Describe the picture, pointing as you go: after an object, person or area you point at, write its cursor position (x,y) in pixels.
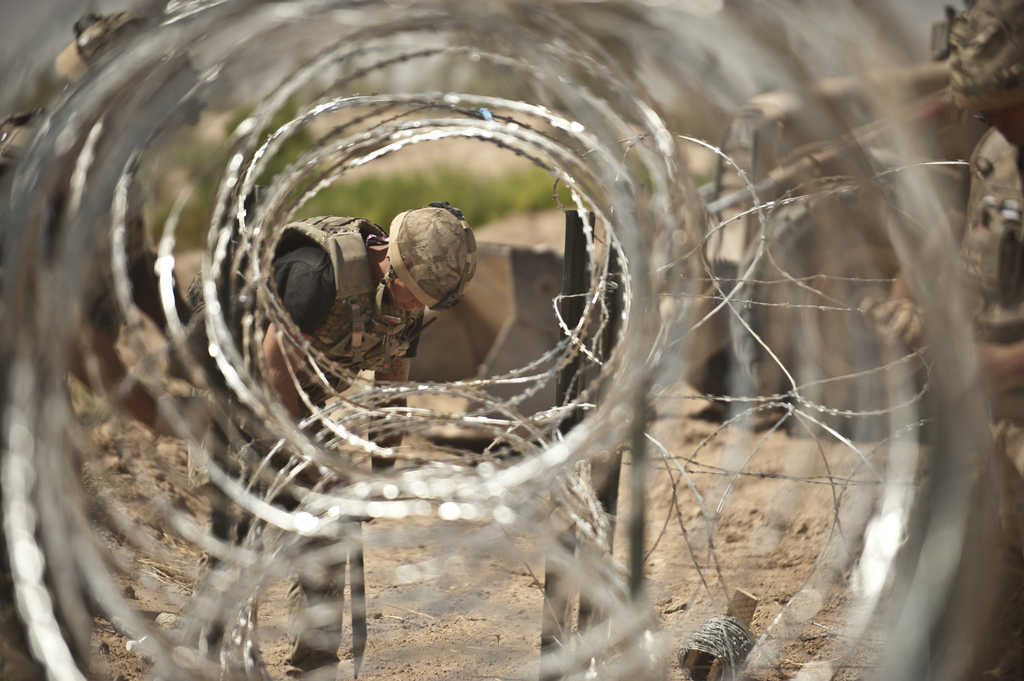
In this picture there is a fence wire (343,503) which is in circle shape and there is a person (367,270) standing on another side of it and there is another person (954,241) standing and holding a fence wire (952,315) in the right corner (823,279).
